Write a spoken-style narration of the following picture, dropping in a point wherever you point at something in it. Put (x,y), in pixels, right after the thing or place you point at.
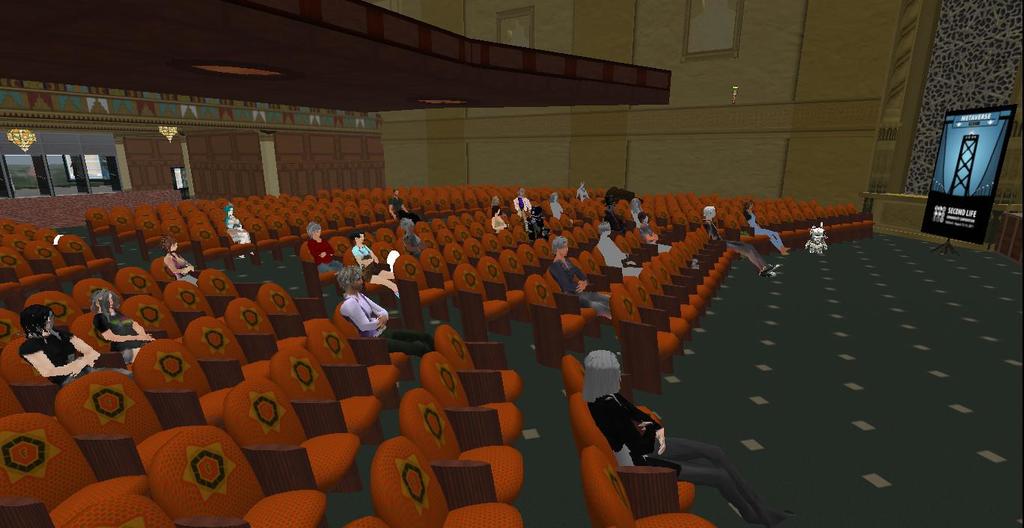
This is an edited picture. In the picture there are chairs (502,272) and people (646,240). The picture consists of an auditorium (647,151). On the right (973,151) there is a board (968,170). On the top (381,30) it is ceiling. On the left (81,173) there are windows (7,174) and door (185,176).
